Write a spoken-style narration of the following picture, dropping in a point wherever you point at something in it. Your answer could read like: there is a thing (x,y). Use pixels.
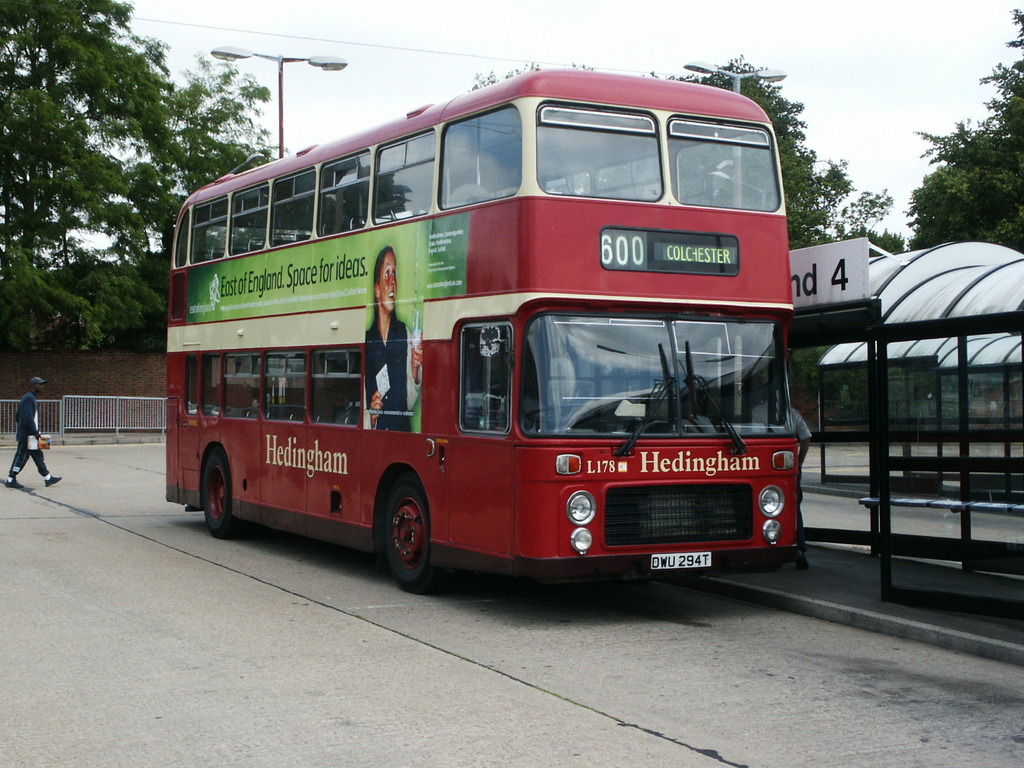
In this picture we can see a vehicle (754,560) on the road (276,588). We can see a person (39,460) holding a book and walking on the path (62,448). There is a bus bay (929,602) on the right side (918,602). We can see a few barricades (62,400). There is a wall (54,368), wire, street light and some trees (165,166) are visible in the background (1003,117).
